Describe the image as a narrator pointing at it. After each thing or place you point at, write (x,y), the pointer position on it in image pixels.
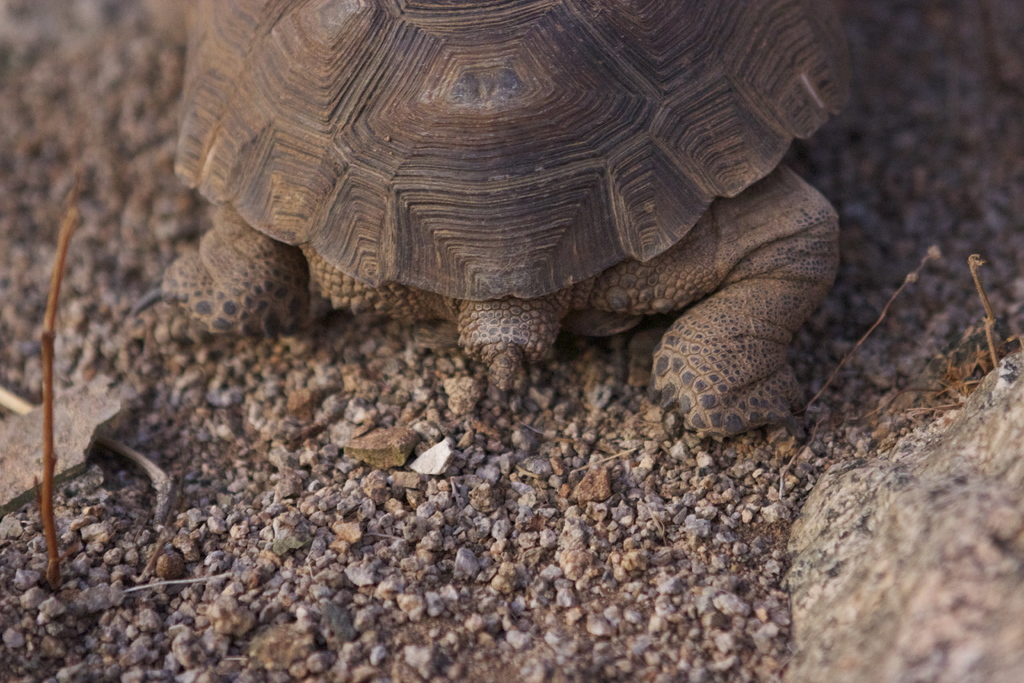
In this image we can see turtle (519,97). At the bottom (361,540) there are stones (408,461) and we can see twigs (44,525).
